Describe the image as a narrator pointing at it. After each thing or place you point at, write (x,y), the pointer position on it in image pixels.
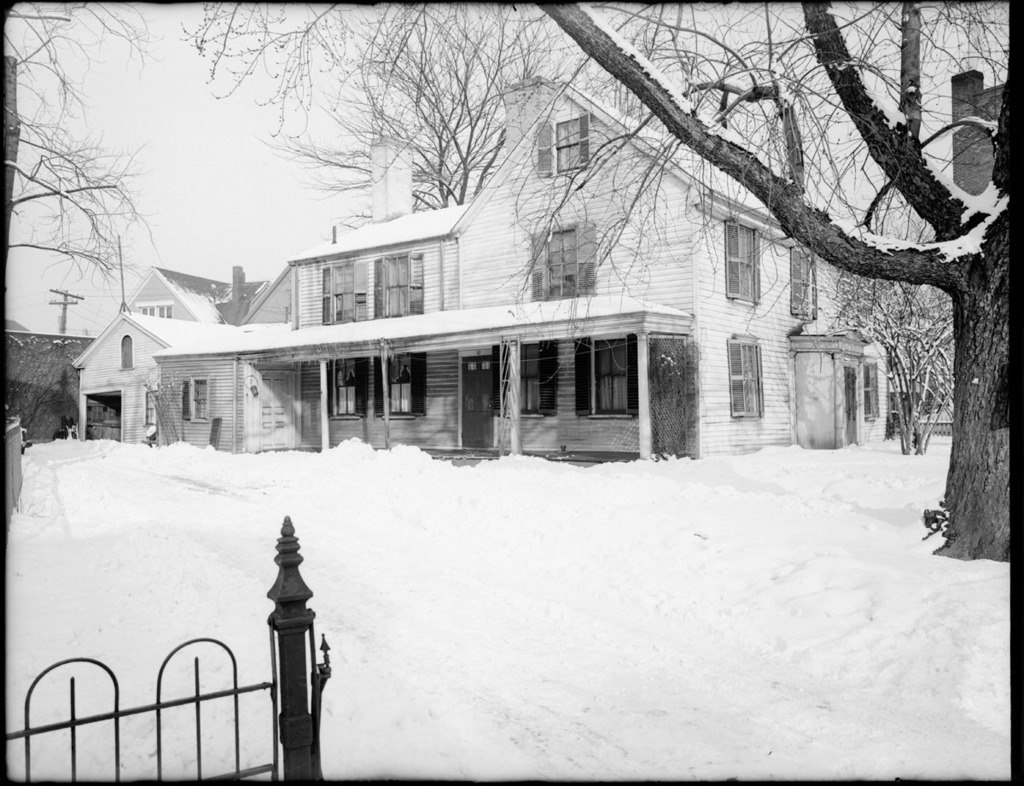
In the picture I can see a house (352,272) and glass windows (566,266). In the picture I can see the deciduous trees (621,82) on the left side (103,292) and the right side (916,12) as well. I can see the metal fence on the bottom left side (75,679). There is an electric pole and electric wires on the left side (90,294). I can see the snow (204,657) in the image.
